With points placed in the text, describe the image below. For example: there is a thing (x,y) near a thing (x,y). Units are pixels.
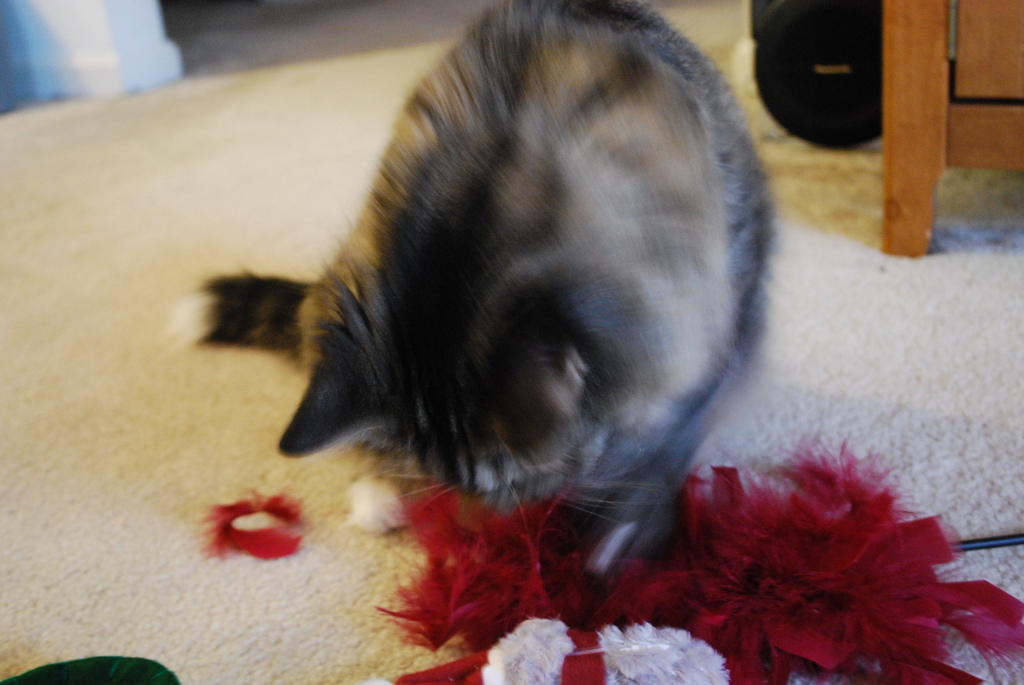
In the image we can see a cat (548,250), black and gray in color. This is a carpet (861,317) and a wooden object (931,89). This is a decoration cloth (719,612) and a cable wire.
